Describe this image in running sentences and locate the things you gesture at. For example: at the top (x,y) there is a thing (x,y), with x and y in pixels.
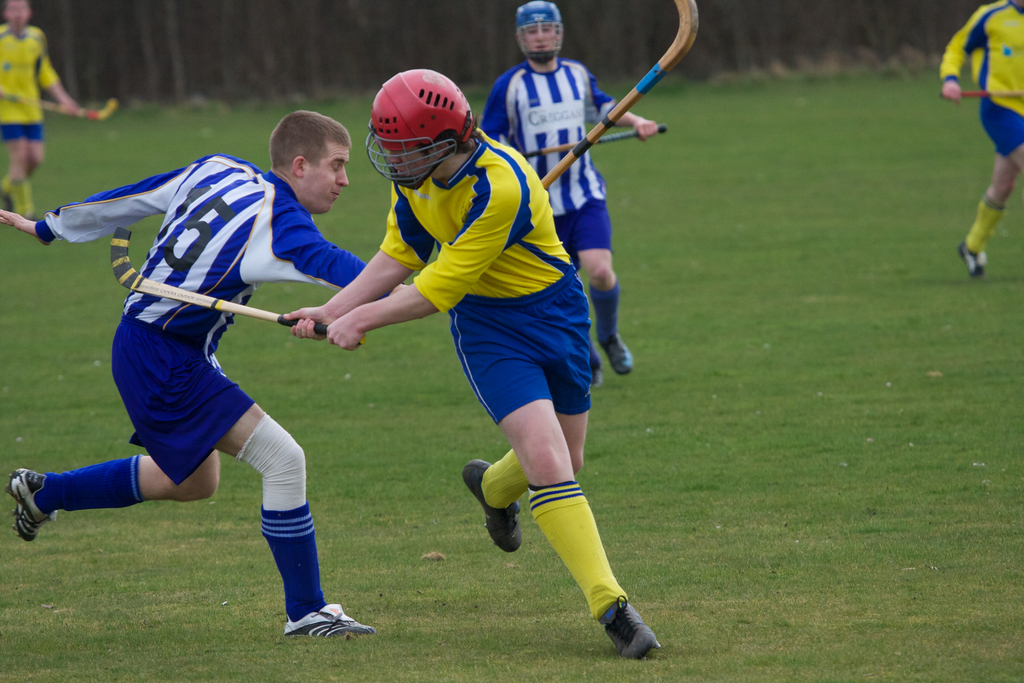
In this picture we can see a group of people (560,454) holding bats (997,93) with their hands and running on the ground (629,202) where two persons (414,222) wore helmets (543,17).
